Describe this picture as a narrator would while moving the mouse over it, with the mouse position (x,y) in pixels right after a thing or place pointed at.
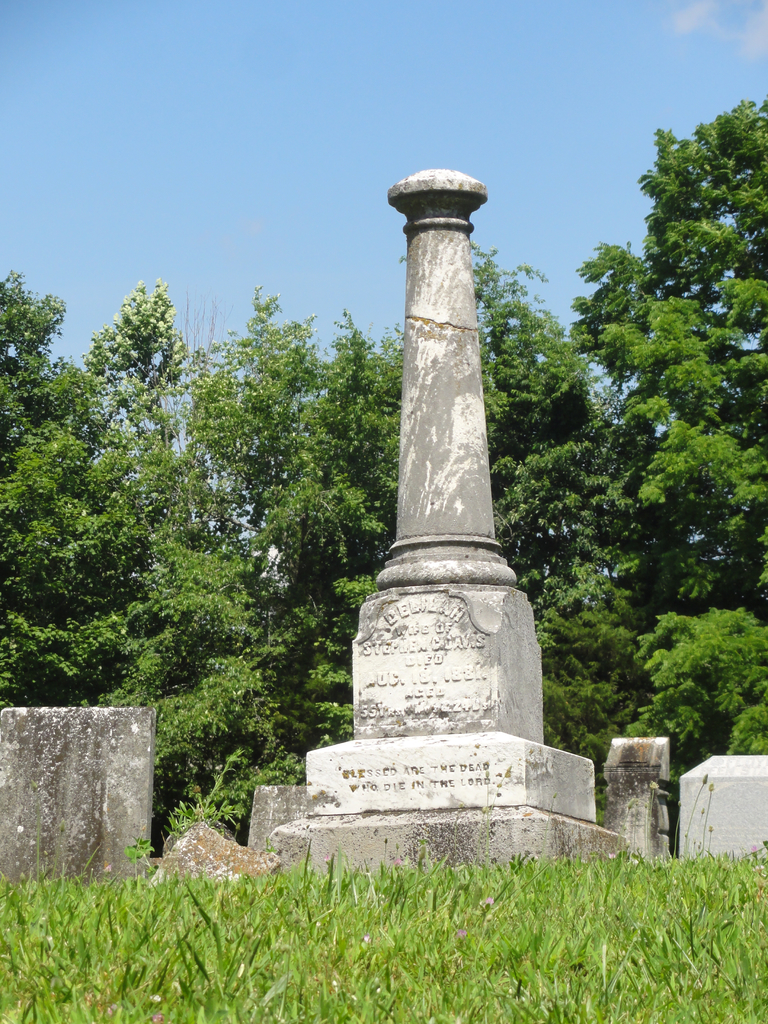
This is a memorial stone pillar (476,701). Land (476,920) is covered with grass (513,886). Background (31,483) there are trees (486,398).
